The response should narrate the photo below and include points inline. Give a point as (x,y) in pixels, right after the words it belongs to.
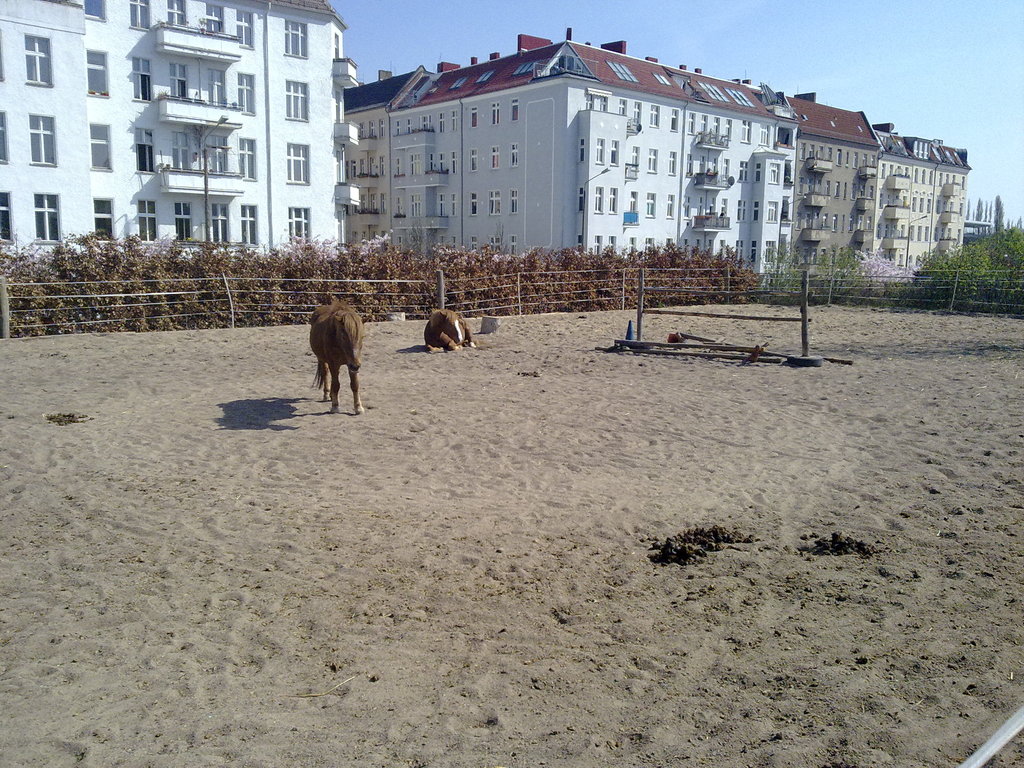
In this image in the front (507,607) there is sand (725,554) on the ground (638,518) and there are animals (446,319) in the center (388,336). In the background (323,290) there are plants (422,272), buildings (754,172) and on the right side (985,210) there are trees (981,210).
